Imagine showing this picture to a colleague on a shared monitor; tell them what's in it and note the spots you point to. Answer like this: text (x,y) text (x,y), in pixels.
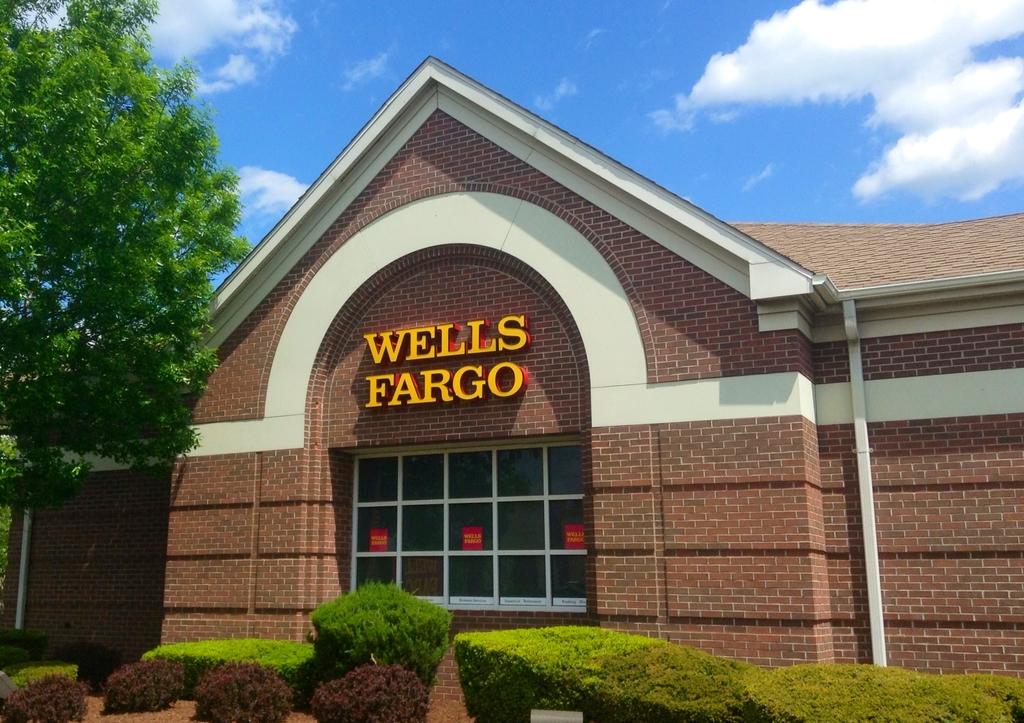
In this picture we can see a building (461,534) with a window (461,534) and a name board (474,384). In front of the building (401,538), there are plants (297,642). On the left side of the image (2,255), there are trees (80,273). At the top of the image (300,39), there is the sky (674,45).
